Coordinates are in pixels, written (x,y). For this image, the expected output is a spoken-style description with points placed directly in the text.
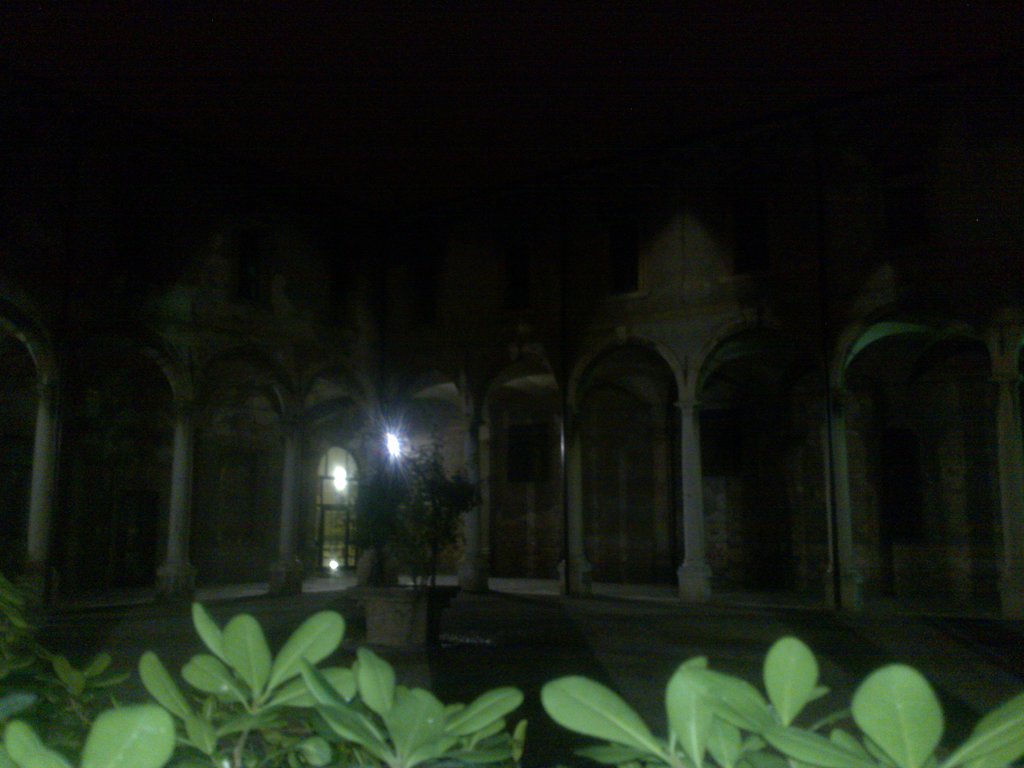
In this picture there are plants (999,733) at the bottom side of the image (807,758) and there is a building (529,325) in the center of the image (529,325).
